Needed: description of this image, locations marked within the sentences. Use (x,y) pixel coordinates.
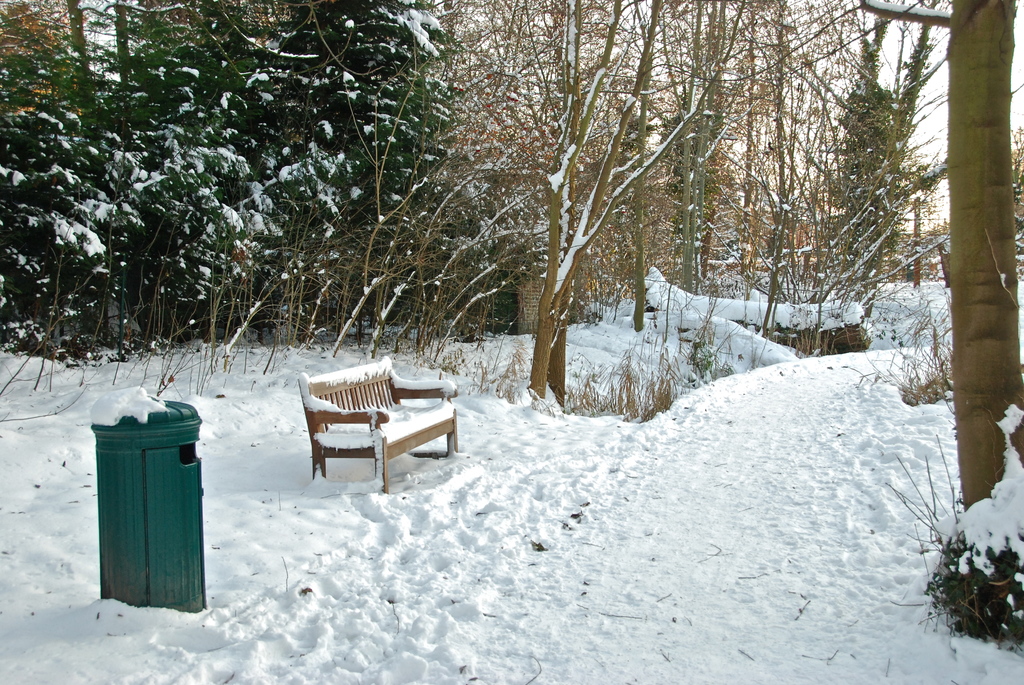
In this image there is a dustbin (176,410) and bench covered with the snow (92,388) and there are footprints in snow (340,580) and at the back ground (710,279) there are trees (687,98), sky (801,65) and plants (576,315).
